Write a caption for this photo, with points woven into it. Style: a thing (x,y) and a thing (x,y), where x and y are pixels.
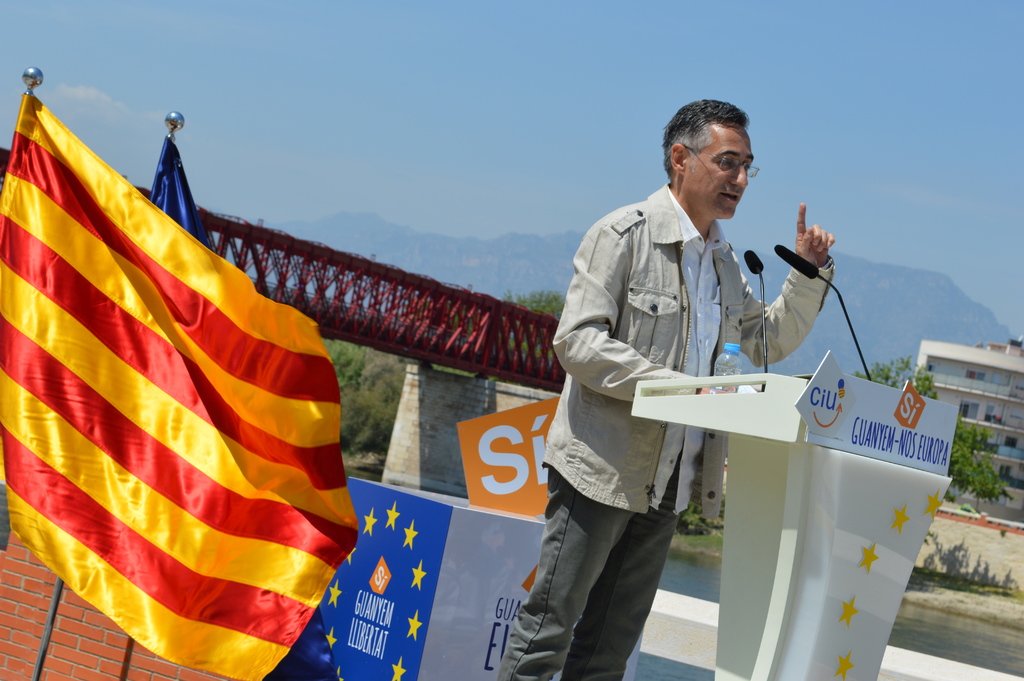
As we can see in the image there is a man (613,375) talking on mic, flags (156,533), poster (480,526), bridge (283,288), trees (360,350) and building (1004,399). In the background (481,239) there are hills (399,256). On the top (516,57) there is sky (545,43).
